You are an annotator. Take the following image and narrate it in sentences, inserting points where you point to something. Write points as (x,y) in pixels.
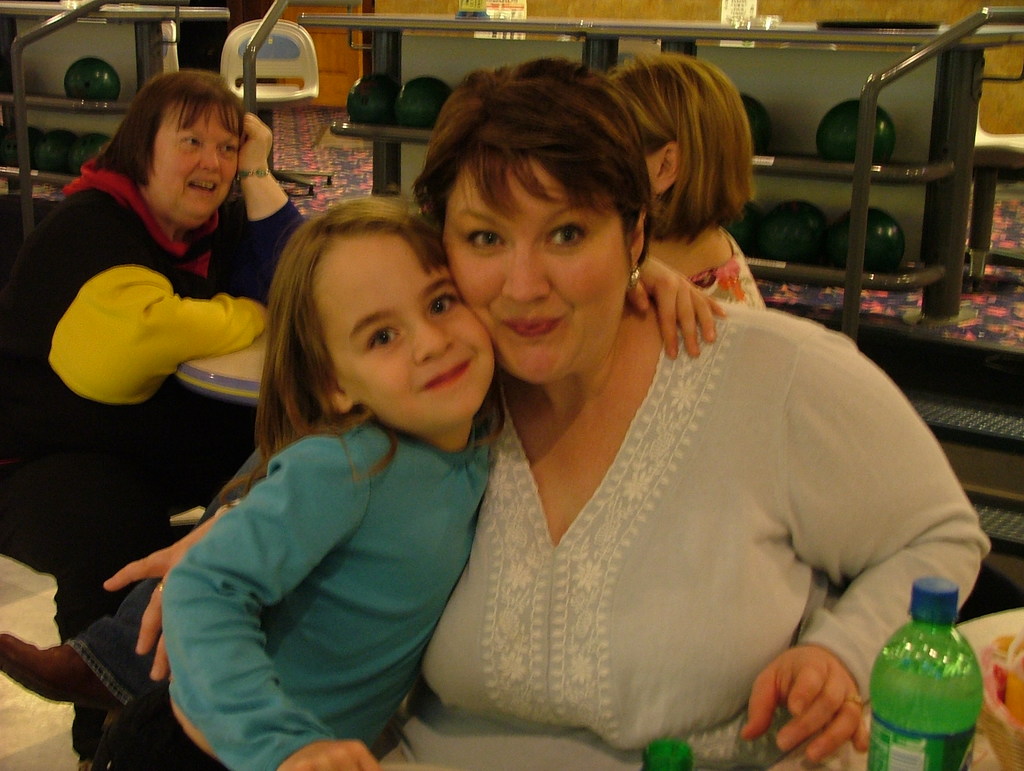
there are 4 people (445,281). 2 people (470,597) are at the front (597,683). in front of them there is a green color plastic bottle (927,633). behind them 2 people (242,133) are sitting and talking to each other. at the back (833,118) there are shelves (833,134) in which there are green balls (8,139).
